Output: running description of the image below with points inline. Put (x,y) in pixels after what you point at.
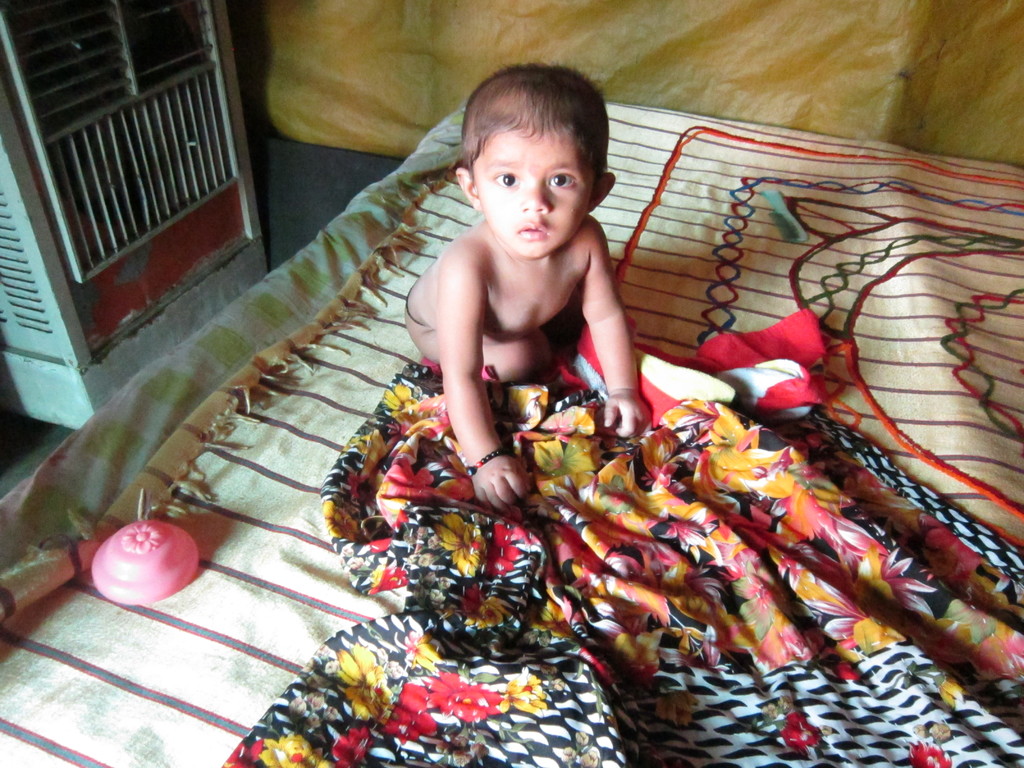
In the center of the image (397,480) we can see one bed (240,364). On the bed (300,330), we can see blankets (403,449), one comb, pink color object (152,567) and one kid (500,325) is sitting. In the background (373,95) there is an air conditioner (116,255) and a yellow color sheet (414,86).
